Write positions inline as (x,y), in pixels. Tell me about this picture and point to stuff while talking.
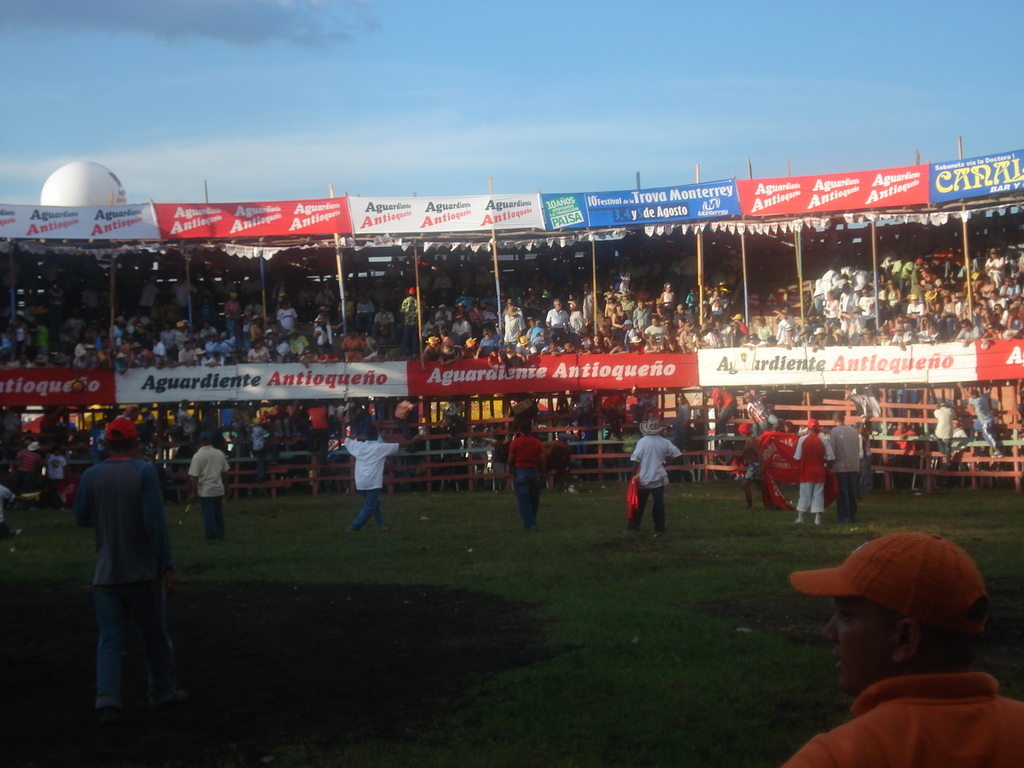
At the bottom of the image (502,516) there is ground (875,520) with few people (930,590) are standing. And in the background (670,423) there are many people (324,325) sitting and also there are posters (935,369). At the top of the image (312,107) there is a sky (223,89).
